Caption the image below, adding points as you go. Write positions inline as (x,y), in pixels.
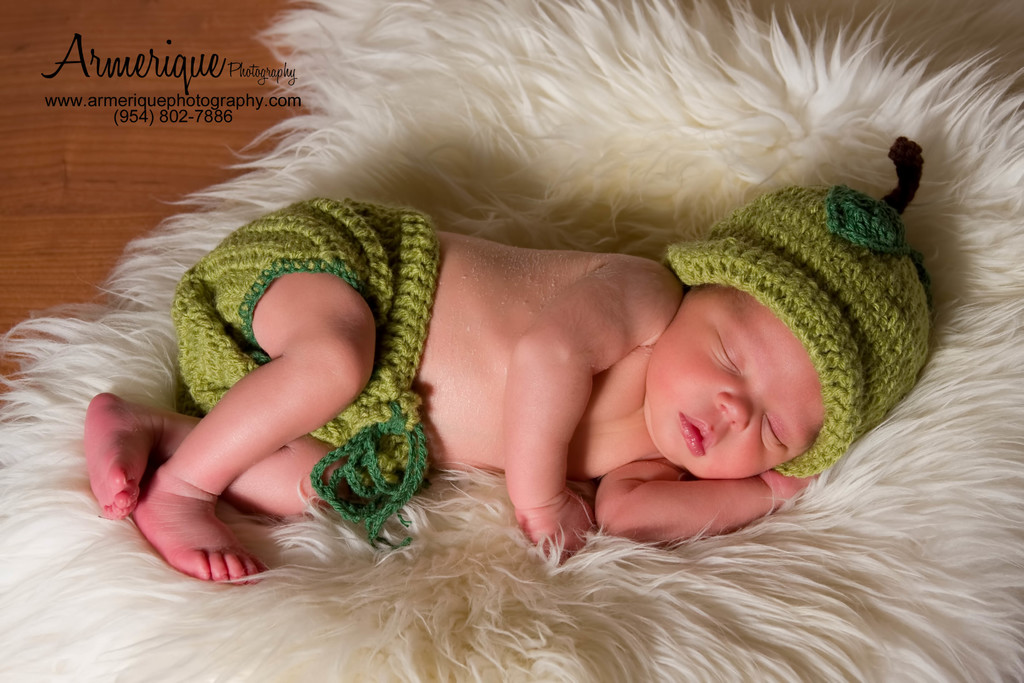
In the center of the image (551,333) we can see baby (188,419) sleeping on the fur (497,214). At the top left corner (101,42) we can see text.
